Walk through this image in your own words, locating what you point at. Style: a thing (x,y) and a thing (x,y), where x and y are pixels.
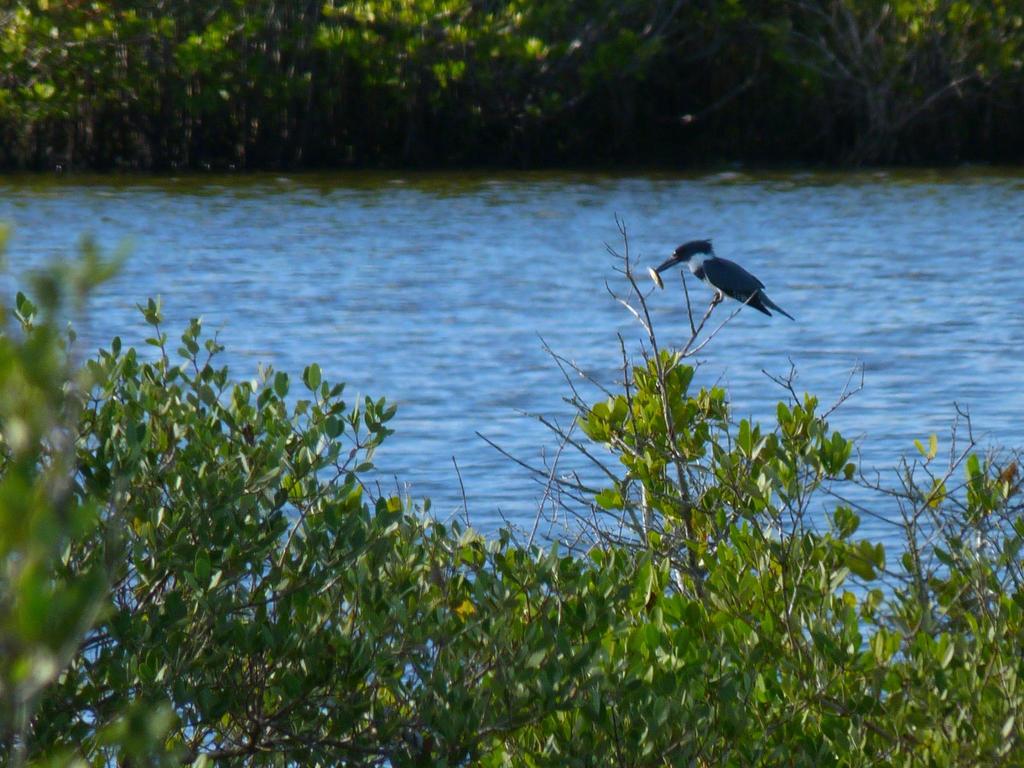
This picture is taken from the outside of the city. In this image, on the right side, we can see a bird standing on the stem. In the background (66,44), we can see some plants (237,55) and trees (193,129). In the middle of the image (520,364), we can see water (500,358) in a lake (448,328). At the bottom (570,693), we can see some plants (427,583) with green leaves (233,485).
